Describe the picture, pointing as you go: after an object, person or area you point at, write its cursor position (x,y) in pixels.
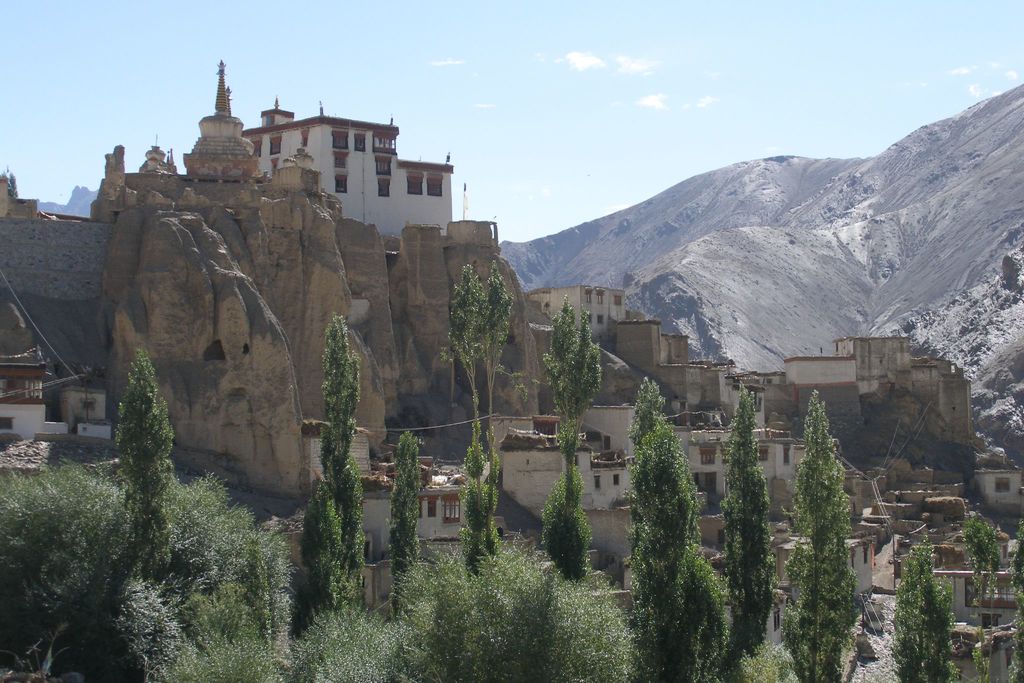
In this picture there are buildings (712,402) and trees (117,541) at the bottom side of the image (339,502) and there is a building (262,132) on the rocks (306,234) at the top side of the image (257,155) and there are mountains (741,188) on the right side of the image (781,204).
